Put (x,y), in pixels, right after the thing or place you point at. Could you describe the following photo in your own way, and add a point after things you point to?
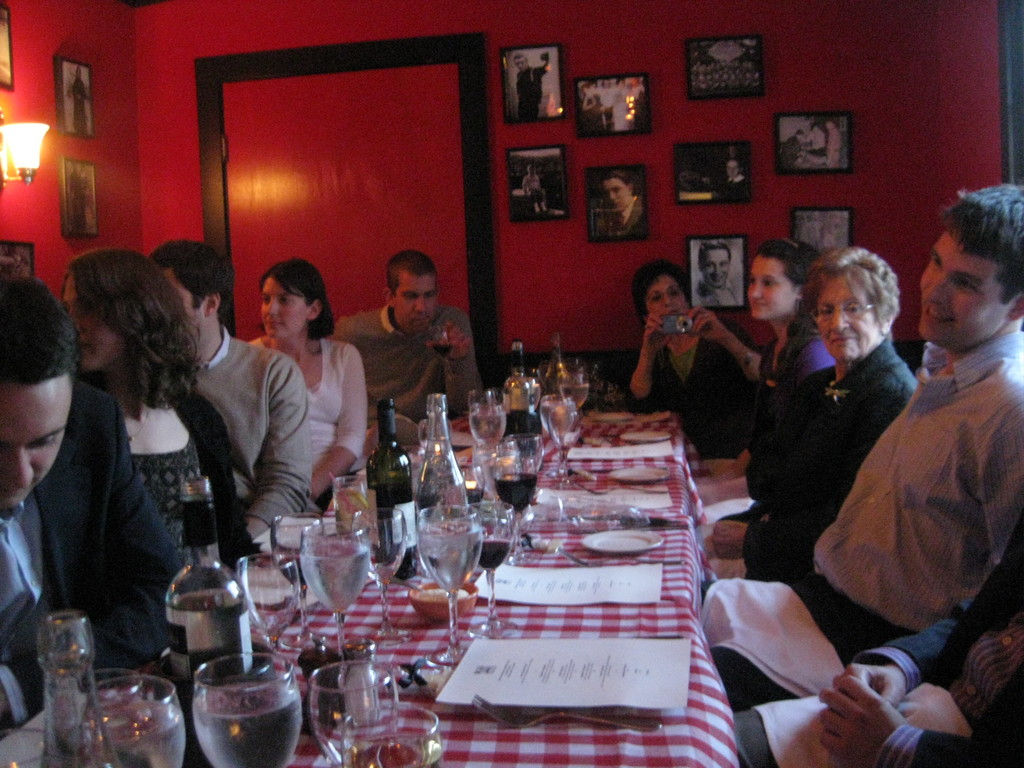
People (426,376) are sitting on the sofa (617,380) and on the table (563,634) we have glass (438,555), bottle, paper (615,655), spoon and on the wall (823,108) we have frames (551,166), lamp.
